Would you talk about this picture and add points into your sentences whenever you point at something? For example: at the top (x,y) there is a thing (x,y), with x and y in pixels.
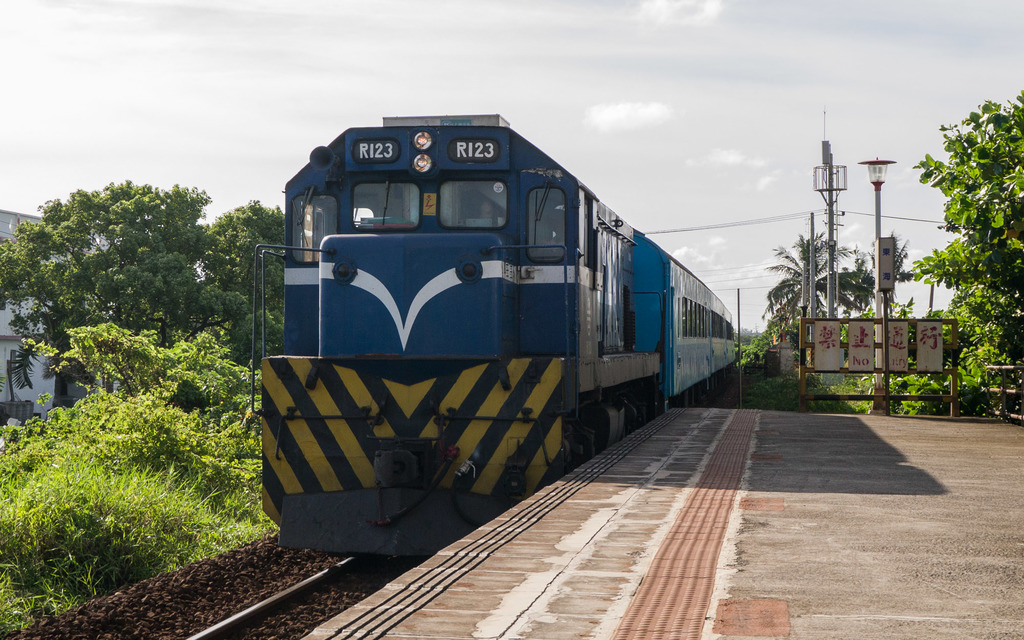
This is an outside view. In the middle of this image (483,351) there is a train (347,478) on the railway track (309,580). On the right side (790,440) there is a platform (624,571). On the left side (120,356) there are many trees (106,366) and a building (34,385). At the top of the image (453,67) I can see the sky (623,54) and clouds (615,119). On the right side (825,198) there are some light poles (877,210).
